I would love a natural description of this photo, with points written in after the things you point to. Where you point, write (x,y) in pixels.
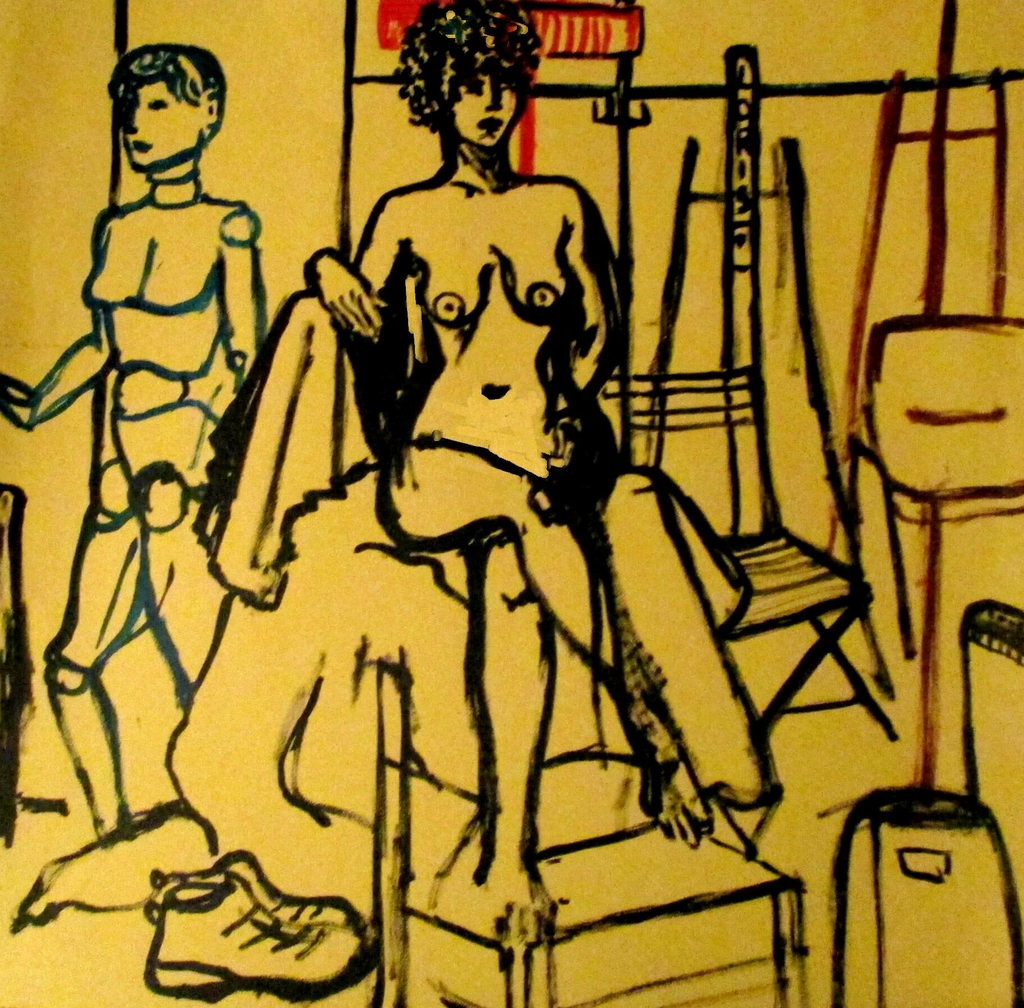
There are paintings (559,530) on a yellow background (898,705).
